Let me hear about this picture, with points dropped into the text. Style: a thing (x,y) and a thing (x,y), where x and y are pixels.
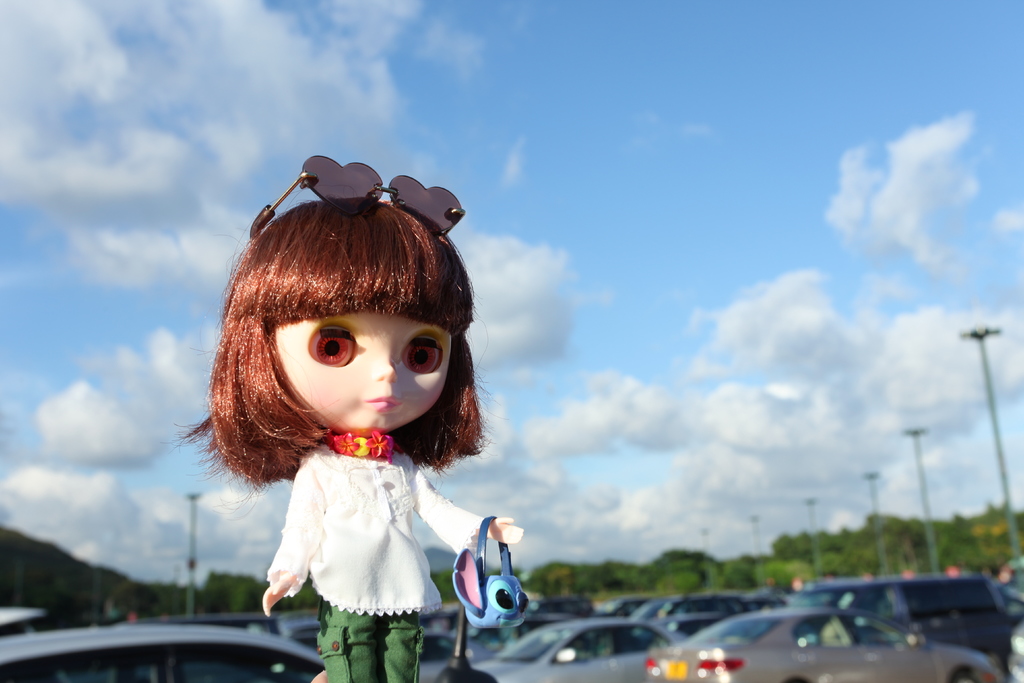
In this picture we can see a toy (393,334) and in the background (395,119) we can see vehicles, trees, poles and sky (680,194) with clouds (858,223).
